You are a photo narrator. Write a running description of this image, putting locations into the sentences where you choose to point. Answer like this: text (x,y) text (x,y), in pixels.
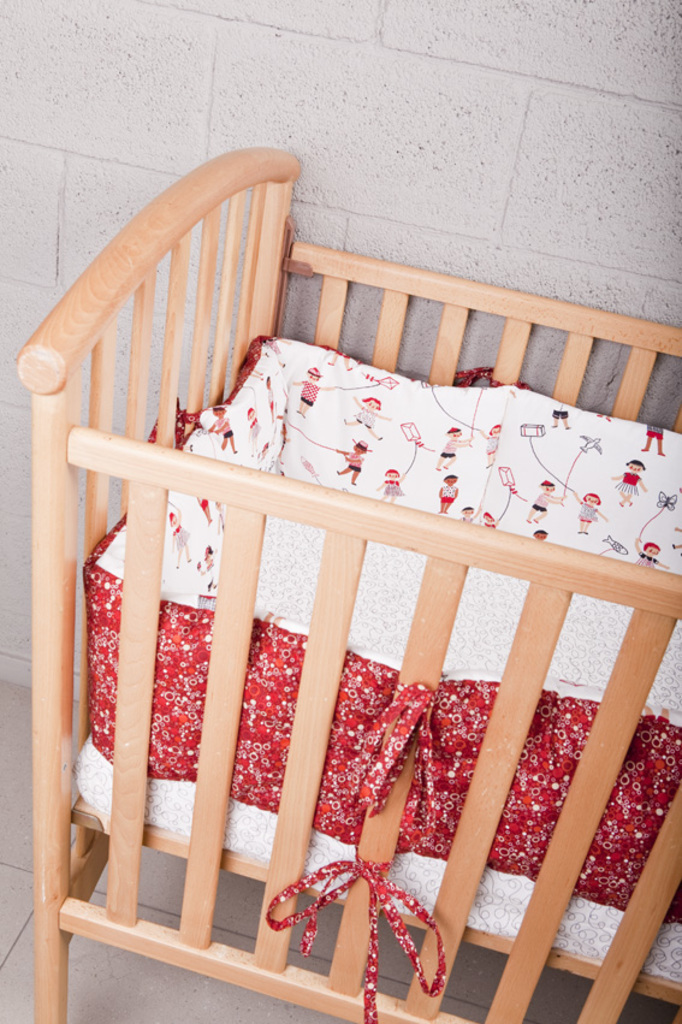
In this image we can see wooden object (675,580) that look like a cradle (643,673).
